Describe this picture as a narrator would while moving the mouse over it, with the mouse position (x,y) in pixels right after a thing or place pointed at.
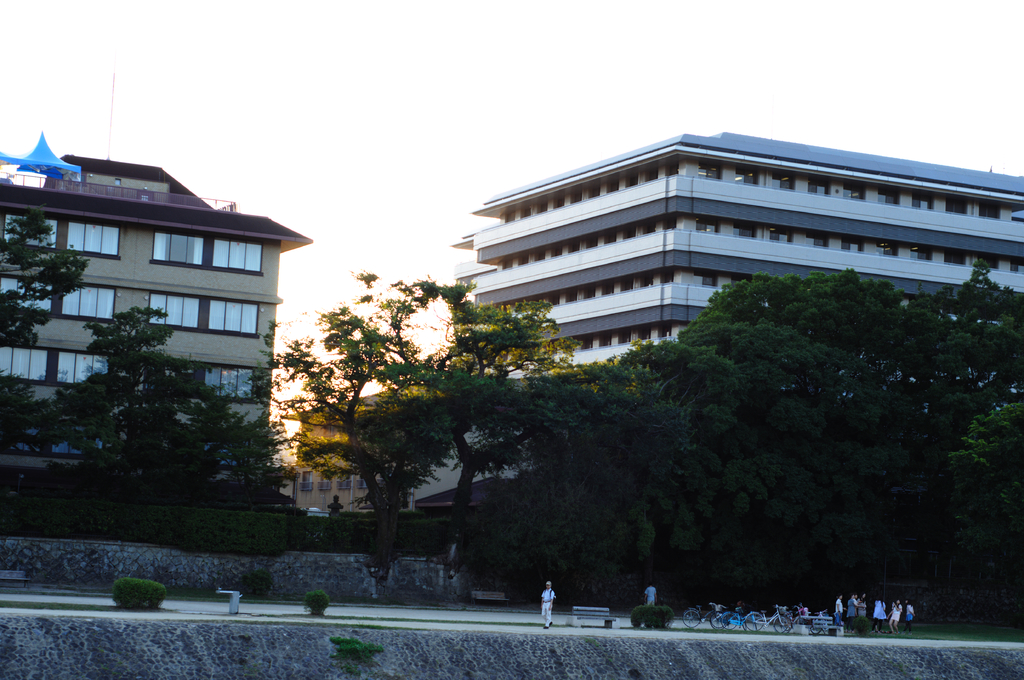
In this picture I can see the buildings (638,224). In the center (572,412) I can see many trees (261,433). In the bottom right (890,613) I can see some people (876,613) was standing near to the benches (819,620) and bicycles (762,618). At the top (503,10) I can see the sky (474,18).
